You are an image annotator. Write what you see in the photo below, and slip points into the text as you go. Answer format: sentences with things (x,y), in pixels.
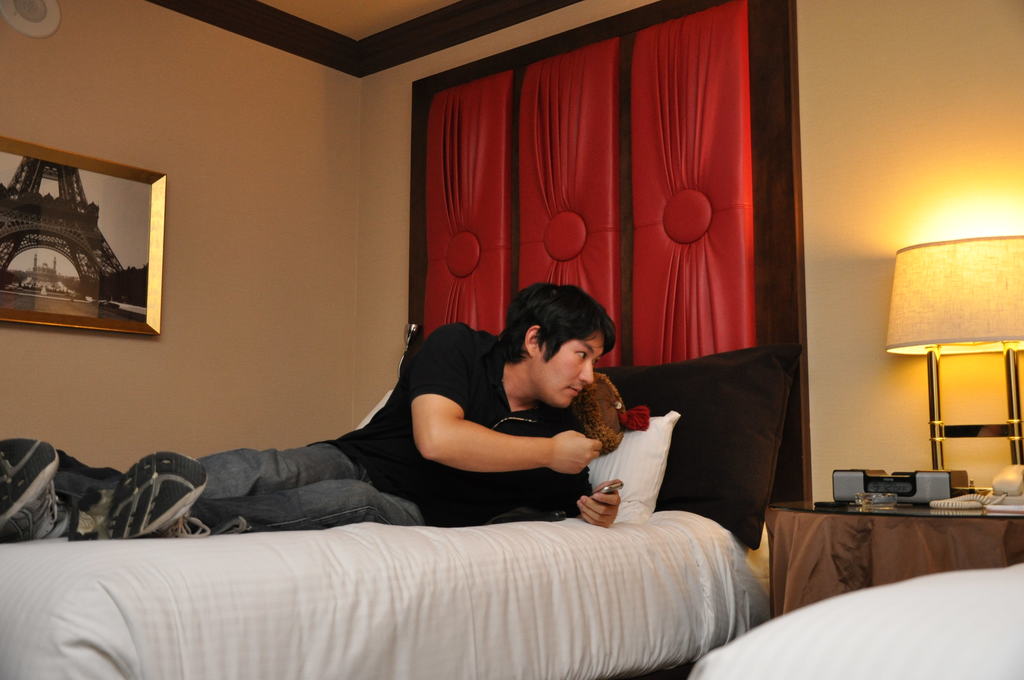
As we can see in the image there is a wall (271,257), photo frame (51,242), lamp (958,325), bed (422,570) and a man (258,490) laying on bed (92,629).
